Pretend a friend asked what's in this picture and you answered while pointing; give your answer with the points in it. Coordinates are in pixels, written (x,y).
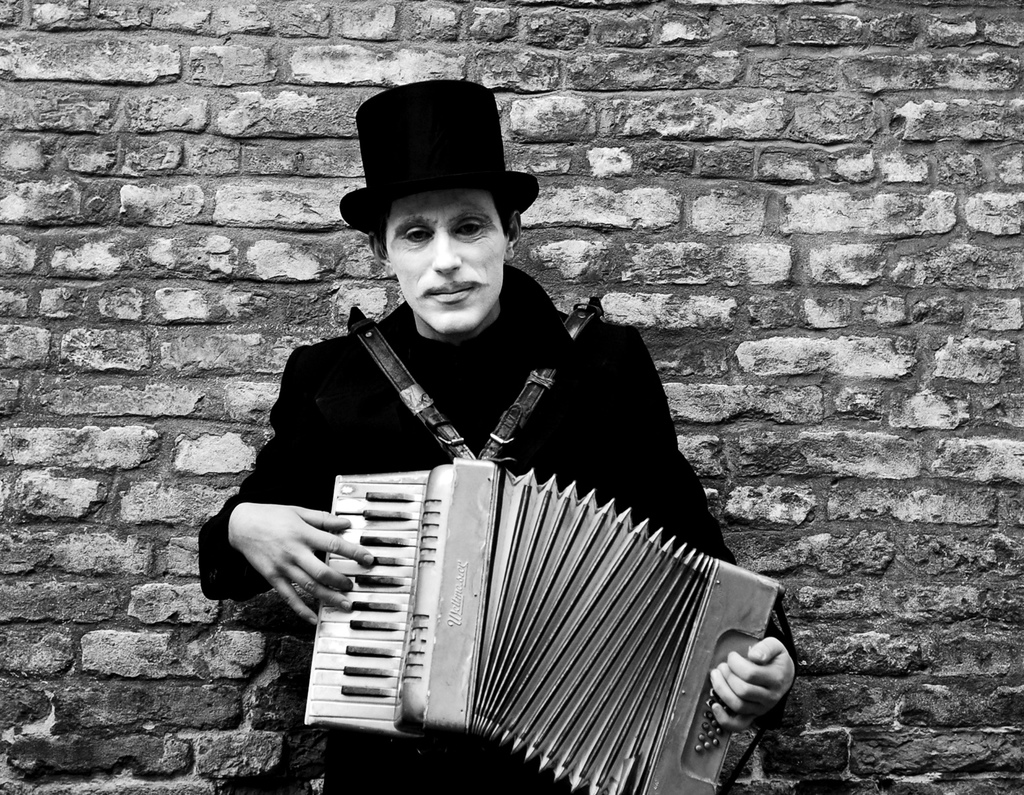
There is a man (571,374) standing and wore hat (392,125) and playing musical instrument (421,529), behind this man (390,149) we can see wall (136,562).
